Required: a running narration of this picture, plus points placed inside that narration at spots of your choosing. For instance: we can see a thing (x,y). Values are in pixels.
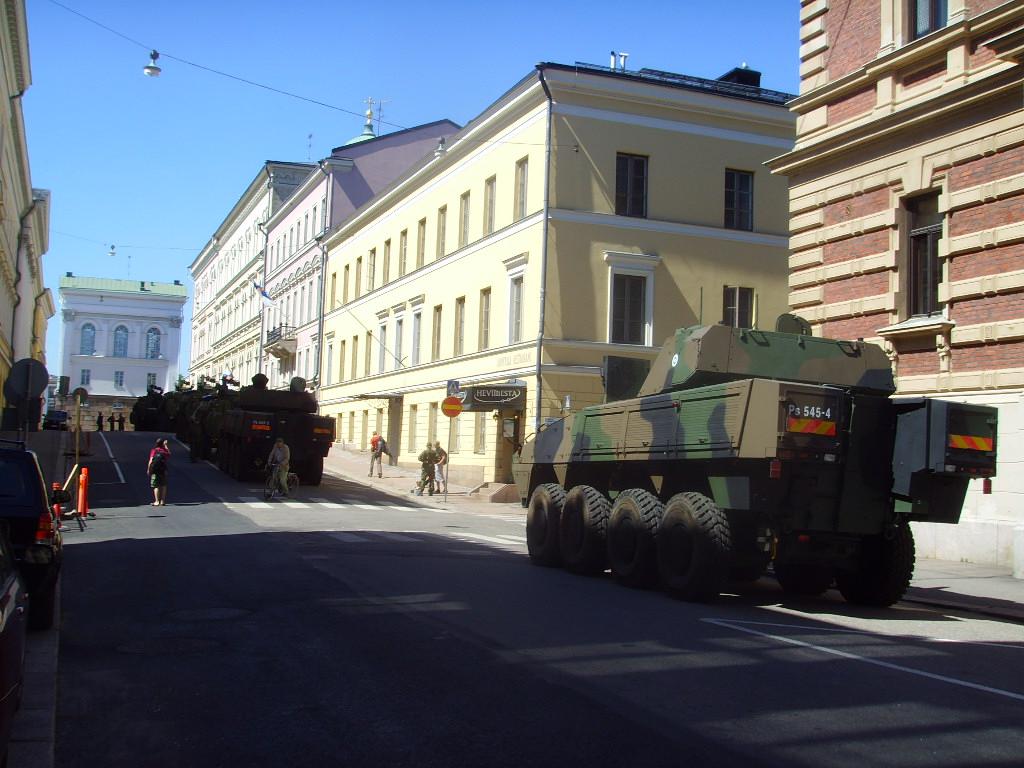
This is an outside view. At the bottom (240,603) there is a road (255,673) and I can see few panzers (255,402) and few people (155,453) on the road (329,488). There are few people (426,456) walking on the footpath (366,452). On the left side (11,558) there are few cars (21,560). On both sides of the road (483,705) there are many buildings (482,332). At the top of the image (389,52) I can see the sky (259,39).
